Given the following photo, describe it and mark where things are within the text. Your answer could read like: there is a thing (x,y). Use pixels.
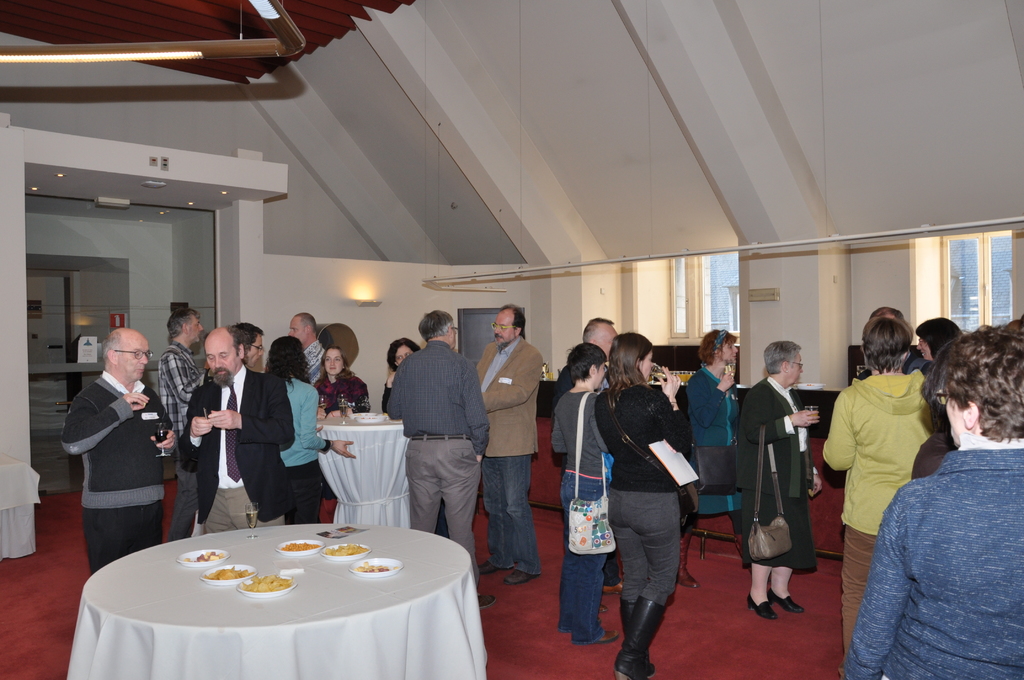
In the image there are many people (237,407) stood on red carpet (748,644), this seems to in a party, In front (448,579) there is a table (414,586) with food (258,592).
